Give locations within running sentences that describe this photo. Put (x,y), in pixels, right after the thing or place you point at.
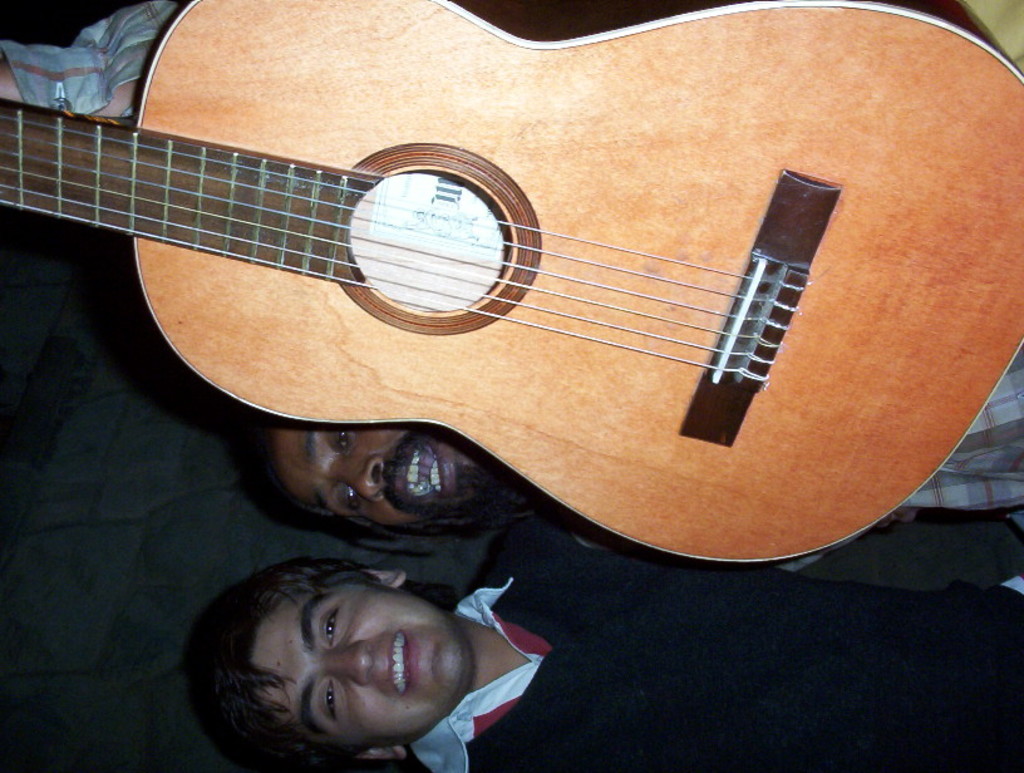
In this picture a guy (339,478) is holding a guitar (564,468) with one of his hand (108,90) and beside him there is a black shirt guy (496,633).
